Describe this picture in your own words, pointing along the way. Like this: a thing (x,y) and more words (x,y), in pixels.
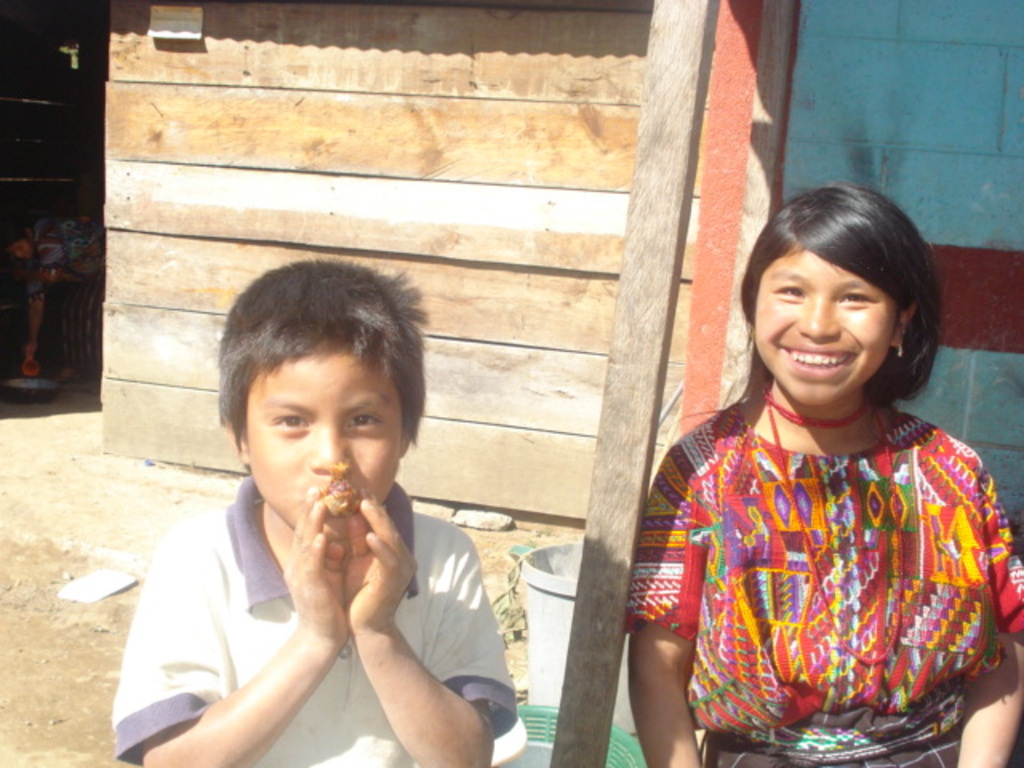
In the foreground of the picture (206,691) we can see kids (295,585), bucket (544,682), wooden pole (600,603) and soil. In the background (602,106) we can see a brick wall (865,96), a wooden house (518,125), and stones (491,516). On the left (61,268) we can see a person (79,247) inside the house (37,200).
